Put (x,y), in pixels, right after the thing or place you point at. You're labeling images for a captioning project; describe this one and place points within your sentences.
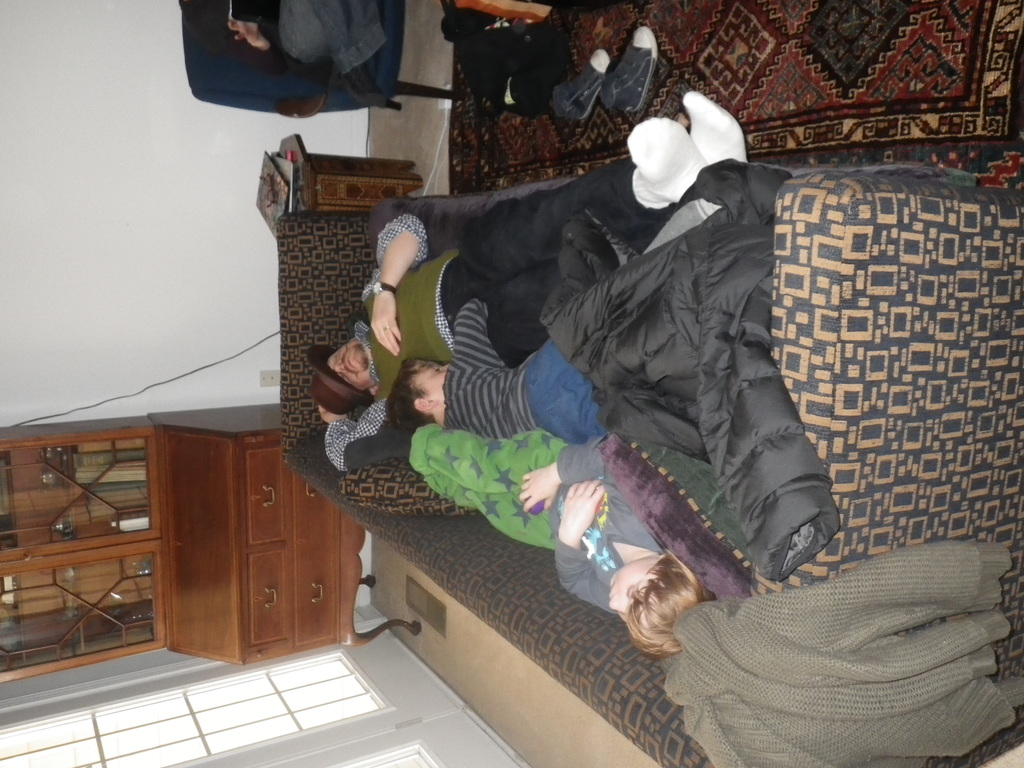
In this picture we can see three persons (522,497) sleeping on a sofa (403,503), we can see a cupboard (276,531) here, at the bottom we can see a mat (755,85) and shoes (624,86), there is a wall (86,221) here, on the left side (206,732) there is a window (289,733).
